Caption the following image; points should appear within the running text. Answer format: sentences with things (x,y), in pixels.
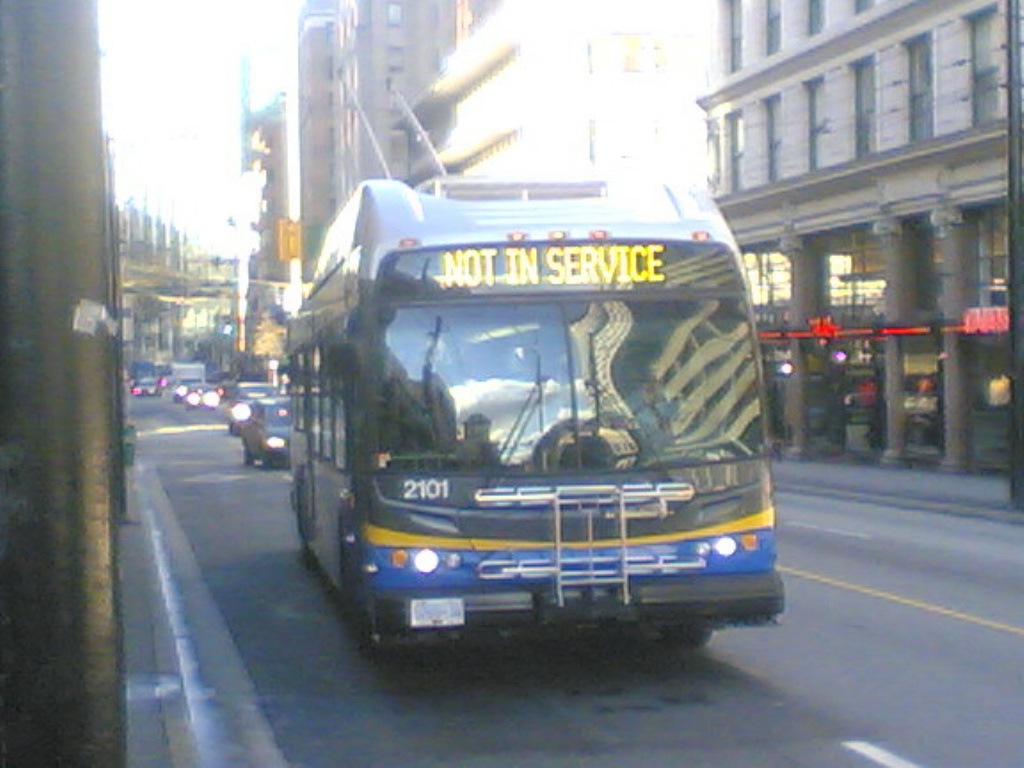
In this image there are vehicles (474,504) on the road (231,517). Beside the road (855,585) there are poles (98,49). There are buildings (885,46) and trees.
